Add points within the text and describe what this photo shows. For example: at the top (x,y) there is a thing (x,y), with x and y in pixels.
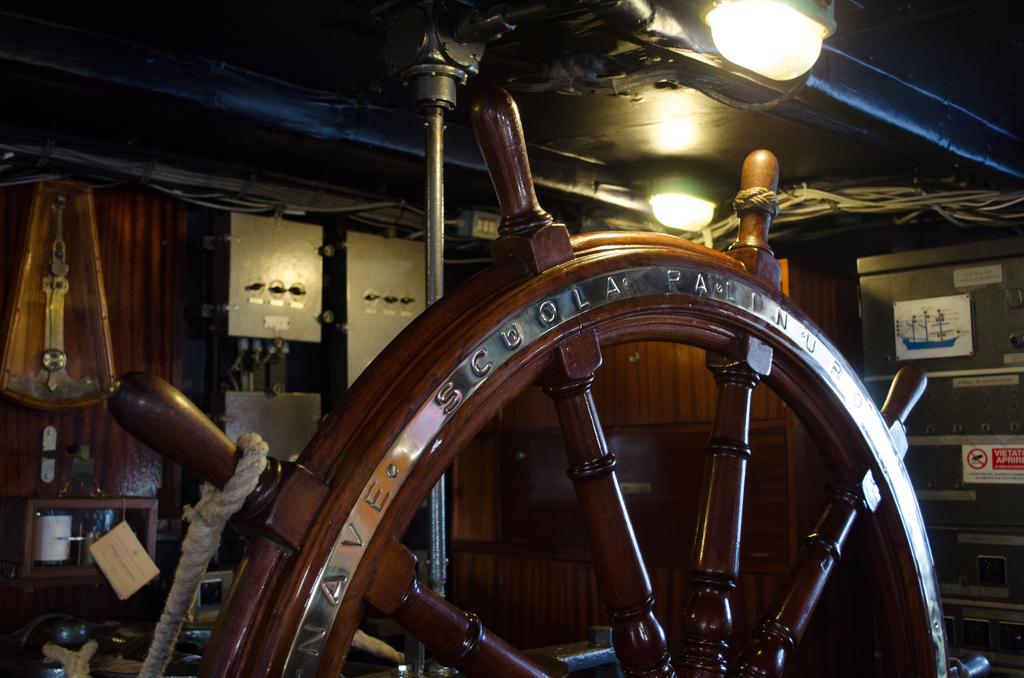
This is an inside view. Here I can see a wheel (649,654) which is made up of wood (395,422). On the left side (199,546) there is a rope (226,495) attached to it. In the background (283,253) there are few metal boxes (301,302) and some other objects (59,631) are placed on the floor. On the right side (984,502) there is a rack (965,476). At the top of the image (763,62) there are few lights (752,36).
